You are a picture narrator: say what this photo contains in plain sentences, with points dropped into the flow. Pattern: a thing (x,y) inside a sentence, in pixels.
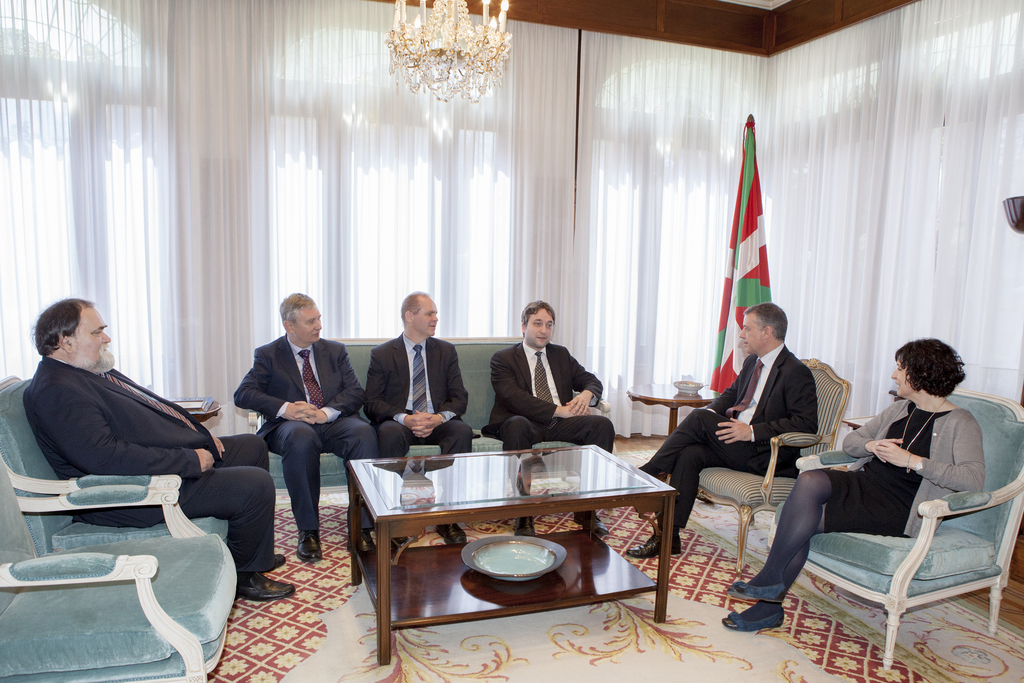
This is a room (308,239) in which there are six people (279,364) among them five are men (91,402) and one is a women (969,427) and the walls (757,101) are covered with the white curtain (314,138) and there is table (452,575) in front of them on the floor mat (704,645) and a lamp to the roof (529,15) and a flag (745,176) on the right side (734,203) and all the men (429,440) are in black suit (456,423).
